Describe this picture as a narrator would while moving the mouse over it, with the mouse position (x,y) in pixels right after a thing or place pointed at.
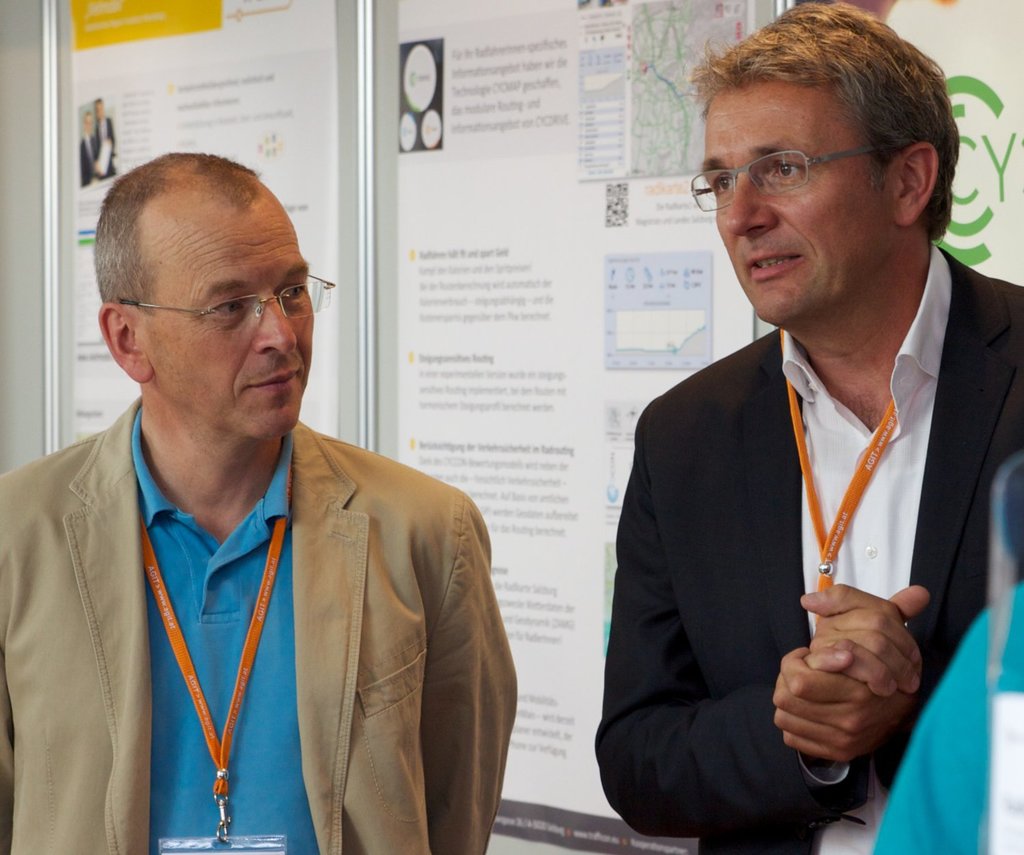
In this image I can see few people (380,641) with different color dresses (472,622) and specs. I can see these people (144,692) are wearing the identification cards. In the background (279,138) I can see the boards (556,262) to the wall (4,98).
